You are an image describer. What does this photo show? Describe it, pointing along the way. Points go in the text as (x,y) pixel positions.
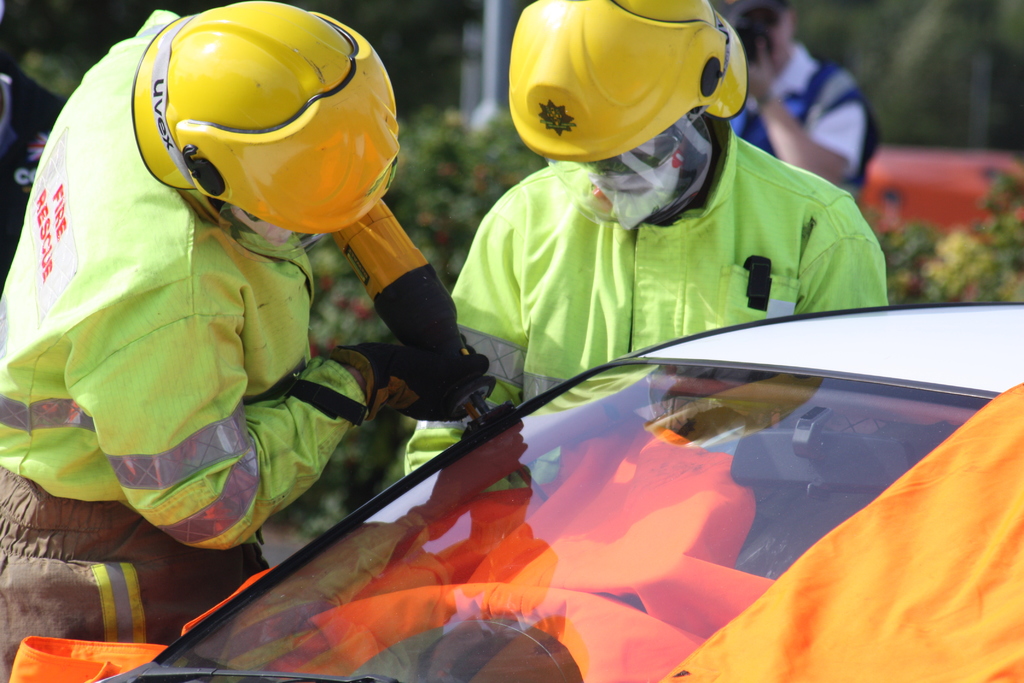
In this image in front (636,473) there is a car (640,487). Behind the car (640,487) there are two people (630,272) holding some object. In the background of the image (456,148) there plants (514,155). There are people (862,99).
